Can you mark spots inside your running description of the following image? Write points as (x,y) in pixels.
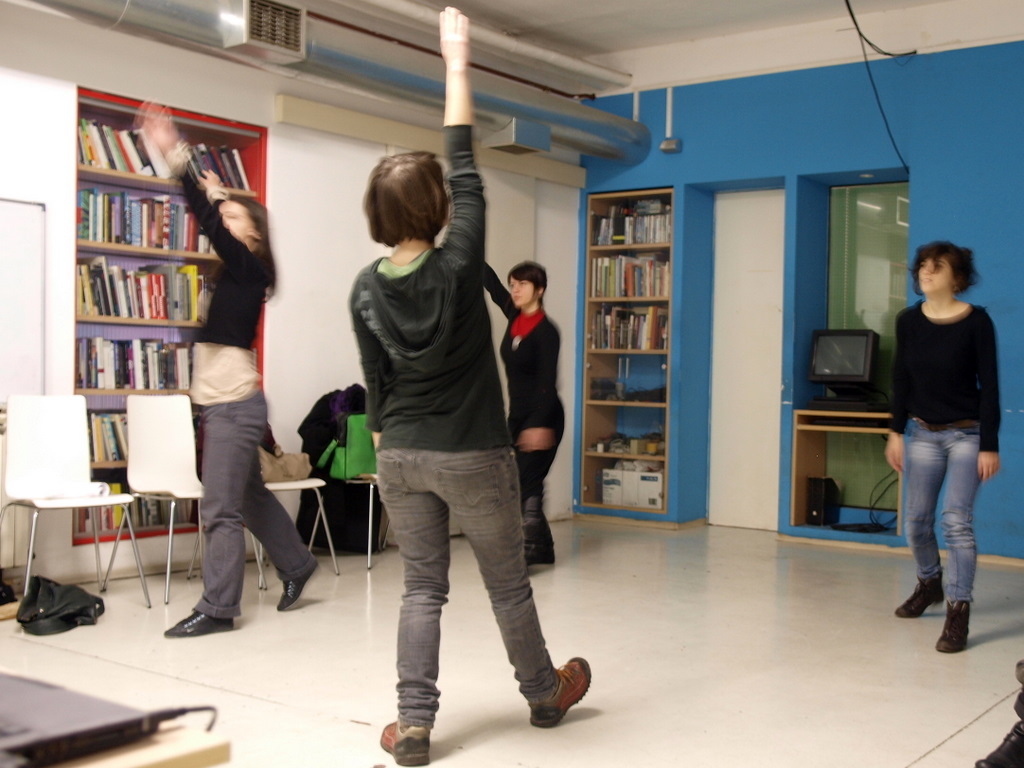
In this image we can see persons (403,642) standing on the floor (360,610). In the background (107,368) we can see chairs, books (127,283) arranged in rows inside the cupboards (102,179), pipelines (317,58), cables (879,101), cardboard carton (633,478) and a personal computer (866,381).
